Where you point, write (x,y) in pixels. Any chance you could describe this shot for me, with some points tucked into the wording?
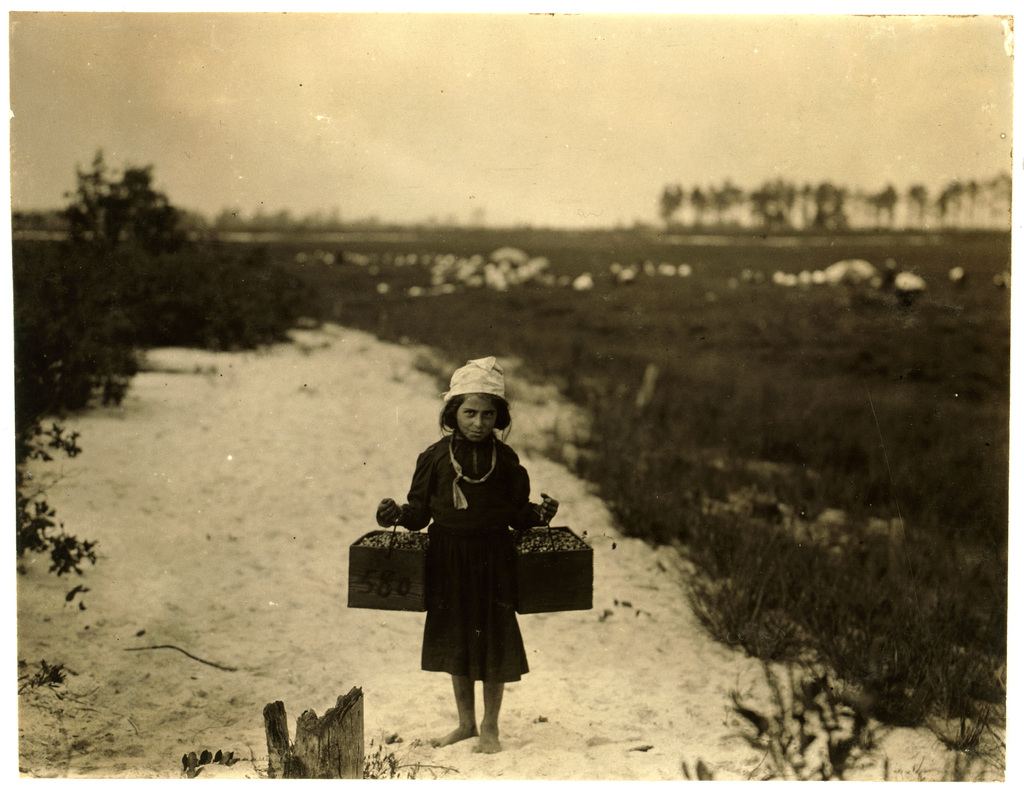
In this picture we can see a girl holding 2 baskets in her hands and standing on the sandy ground (668,676) surrounded by trees (178,269) and plants (902,380).
